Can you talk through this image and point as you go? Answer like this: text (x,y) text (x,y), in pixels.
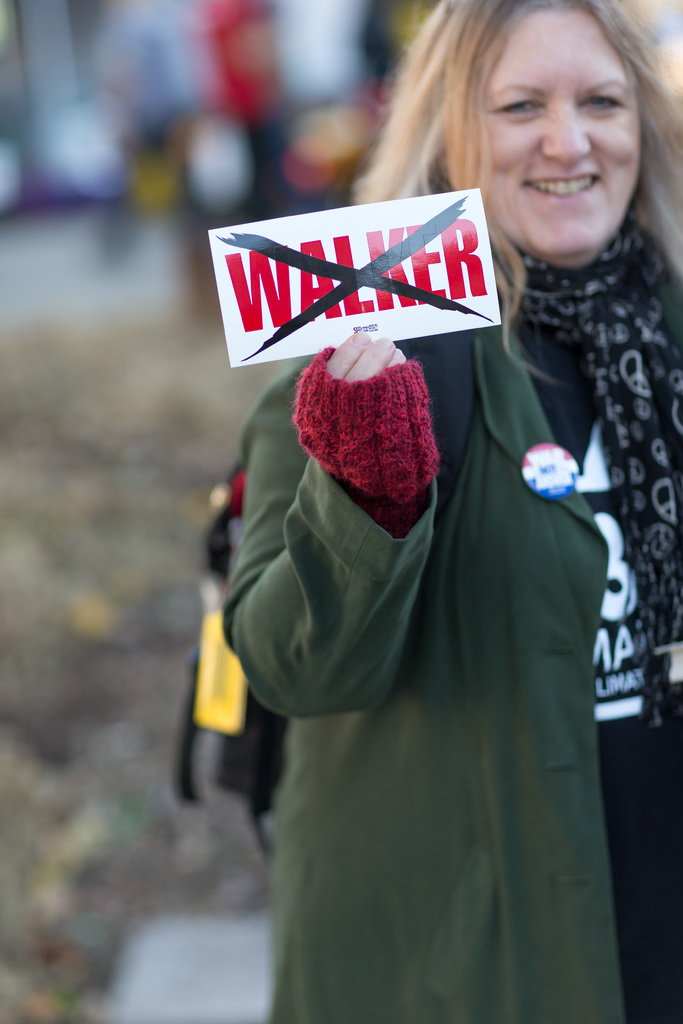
In the image there is a woman (333,351), she is holding a card (236,260) with her hand (343,344) and smiling and the background of the woman (253,454) is blur.
